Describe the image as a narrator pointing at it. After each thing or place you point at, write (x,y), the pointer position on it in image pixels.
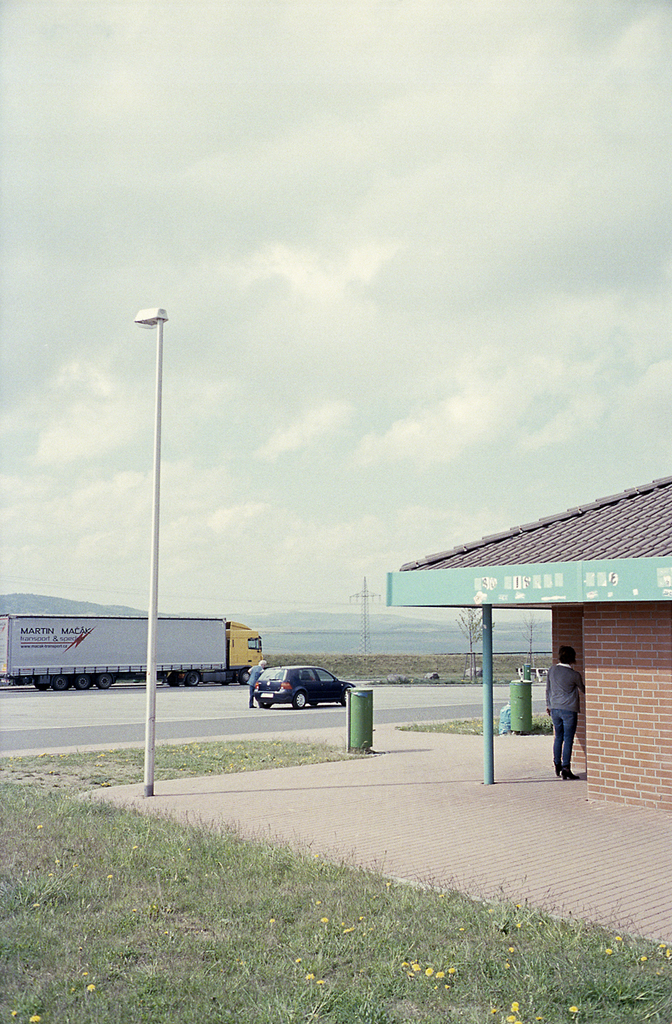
This image consist of a road (22,698) where there is a truck (143,629) and a black colored car (313,688), there is grass (222,767) around the house (641,545) and there is a person (551,711) standing in front (564,656), the house (561,607) is made of red bricks (619,753) with a green board (399,579) two green objects (520,711) in front of the house (650,553) and a street light (147,774).
